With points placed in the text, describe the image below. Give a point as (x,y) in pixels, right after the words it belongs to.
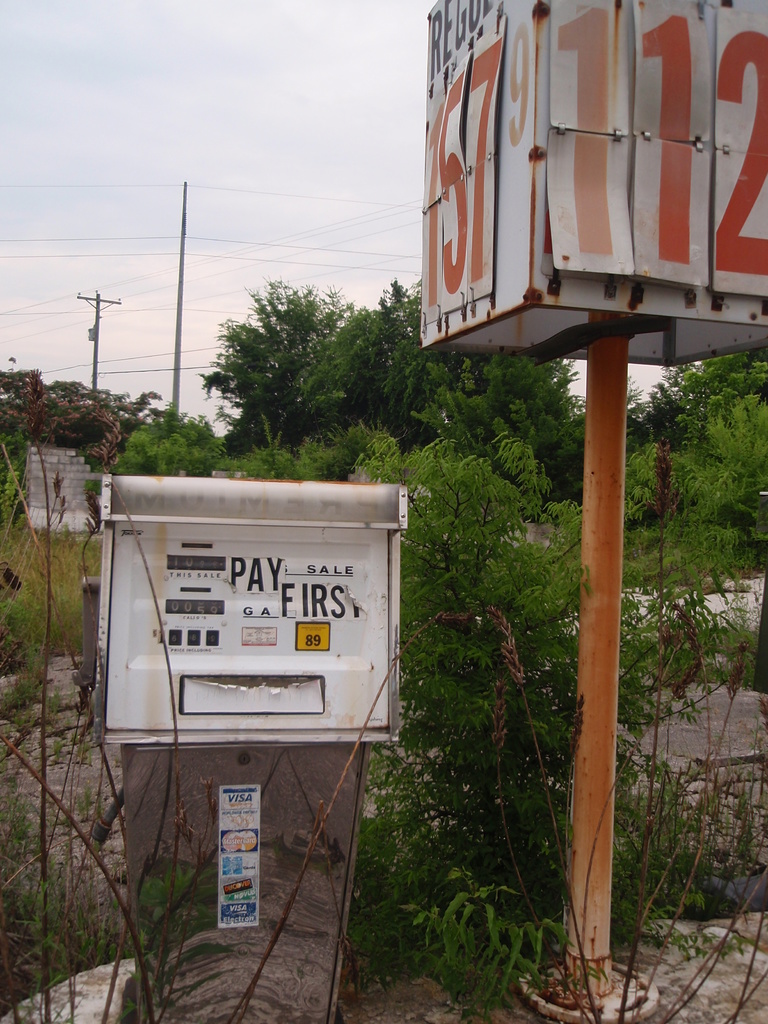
There are trees (457,563). Also there is a sign board (564,302) with pole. And there is a white color board (253,618) with something written on that. There are electric pole (97,343) with wires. And there is sky (158,121) in the background (151,119).
